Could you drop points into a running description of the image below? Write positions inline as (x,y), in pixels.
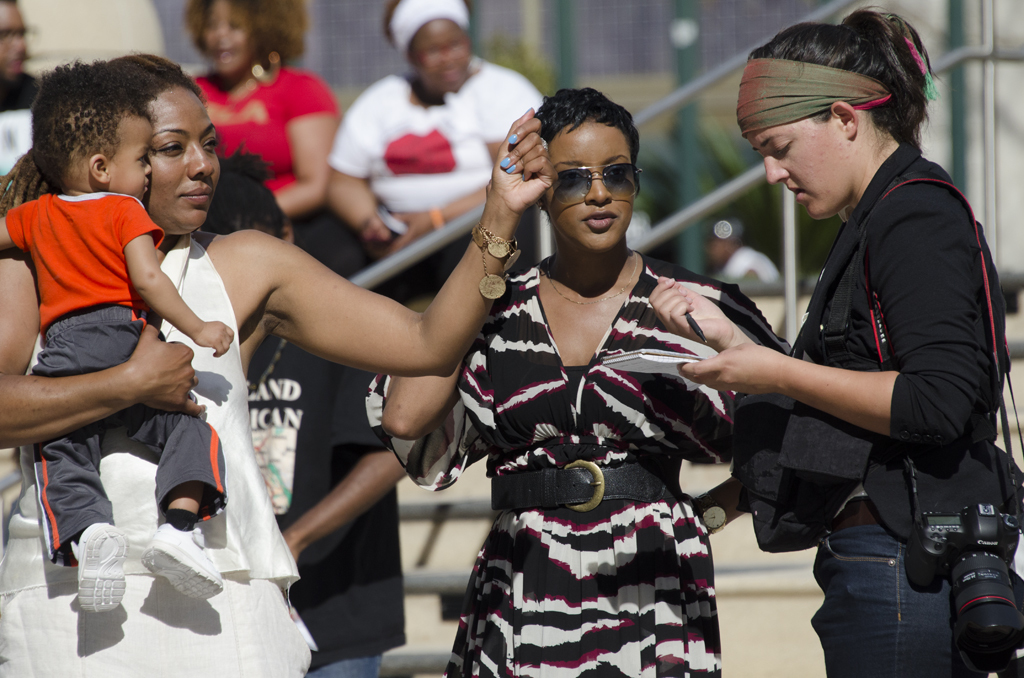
In this picture we can see a group of people (226,328), camera (998,574), rods (686,51) and in the background (701,109) it is blurry.
